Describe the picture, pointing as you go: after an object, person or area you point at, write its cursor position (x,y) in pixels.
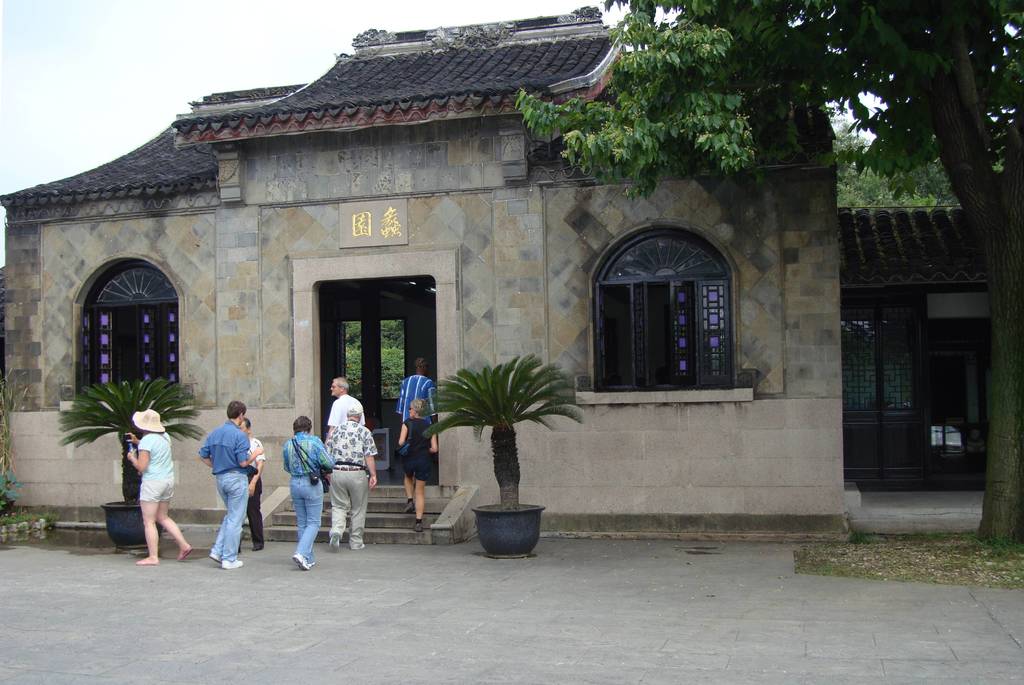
In this image there is the sky (156,1) towards the top of the image (162,1), there is a building (484,242), there are trees (964,112) towards the right of the image (937,97), there are windows (680,287), there is a wall (535,326), there are flower pots (476,513), there are plants (436,403), there are a group of persons (294,470) walking, there is ground (343,629) towards the bottom of the image (542,567).
